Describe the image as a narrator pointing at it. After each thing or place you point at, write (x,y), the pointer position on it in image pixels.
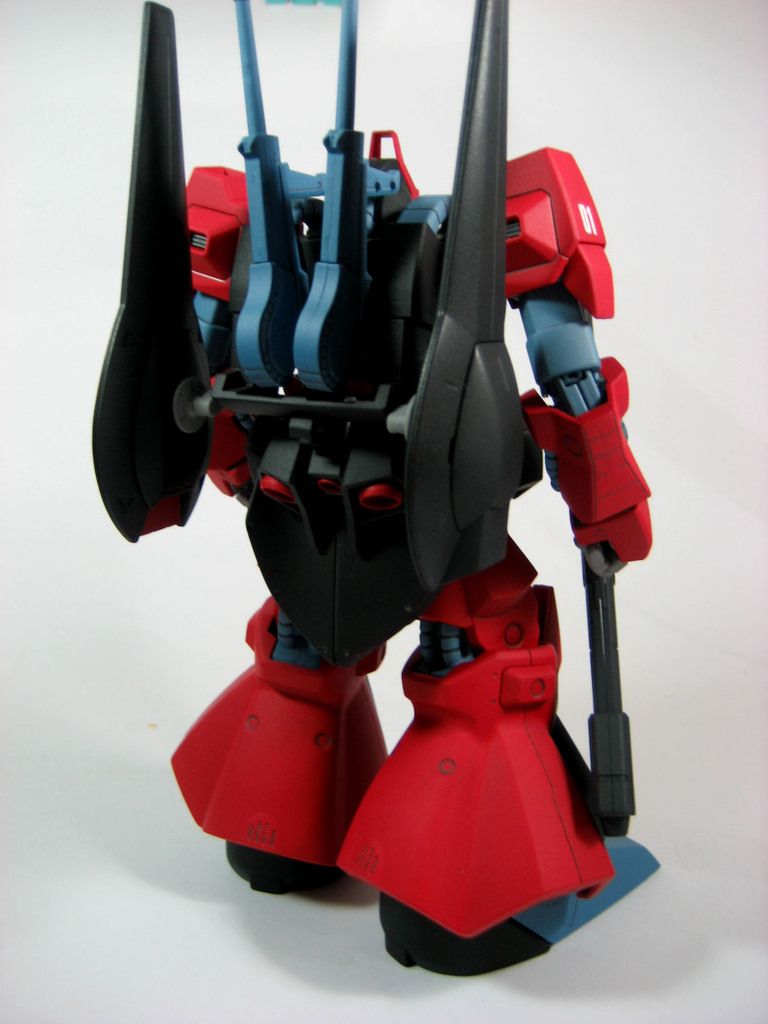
In this image we can see a toy robot (260,701). There is a white background (694,509).
